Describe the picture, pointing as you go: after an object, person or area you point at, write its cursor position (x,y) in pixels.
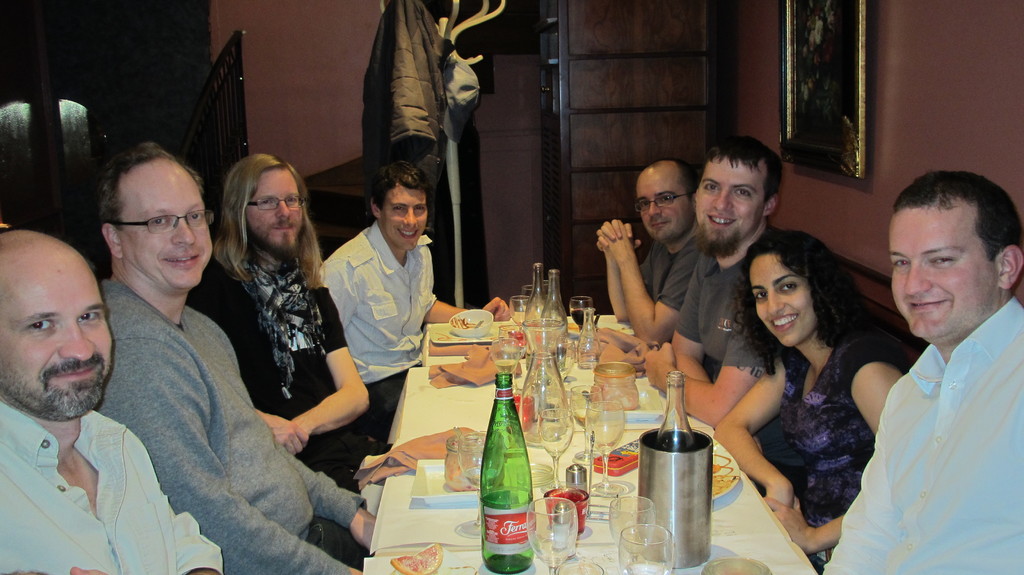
In the image it looks like there is a party going on between the people (822,391) who are sitting near the table (437,414). On the table (451,401) there are wine bottles (503,463), glasses (560,515), trays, plates (445,490), bowls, drinks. At the background (259,33) there is wall (287,41) and clothes (401,73) which are hanged to a stick (451,183). To the right corner (804,78) there is a photo frame (820,76) which is attached to the wall (974,92).
